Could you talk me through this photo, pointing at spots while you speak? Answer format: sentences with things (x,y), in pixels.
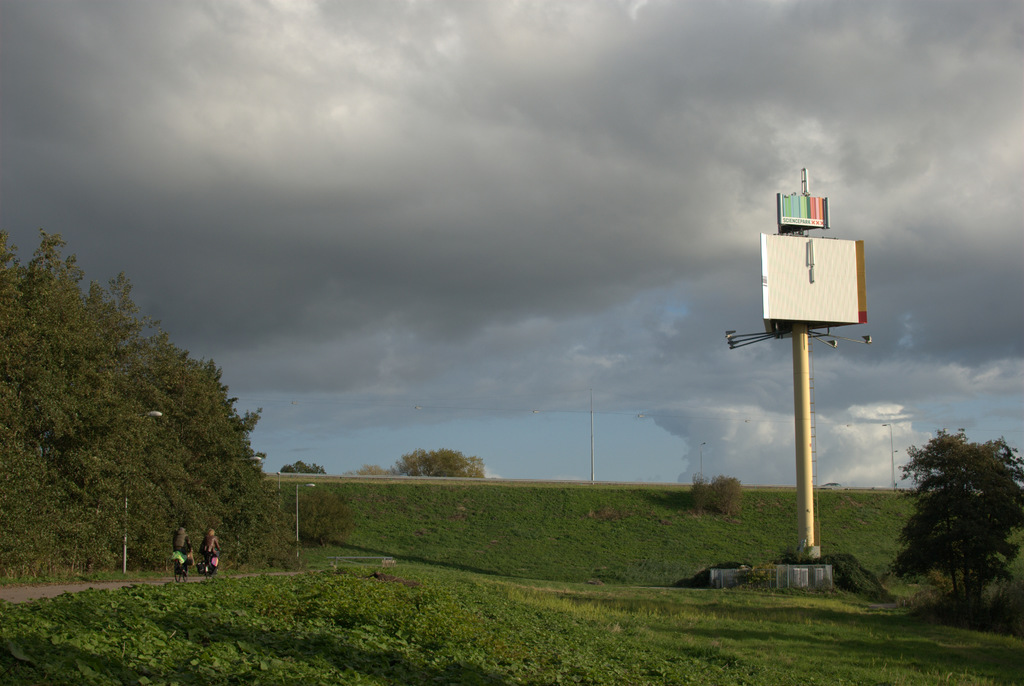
In this image I see the grass (547,545) and I see 2 persons (189,554) on the cycles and I see the path (23,598) and I see the light poles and I see a pole (802,526) over here on which there are boards (828,272) and I see number of trees (939,536). In the background (19,52) I see the cloudy sky (704,187).
